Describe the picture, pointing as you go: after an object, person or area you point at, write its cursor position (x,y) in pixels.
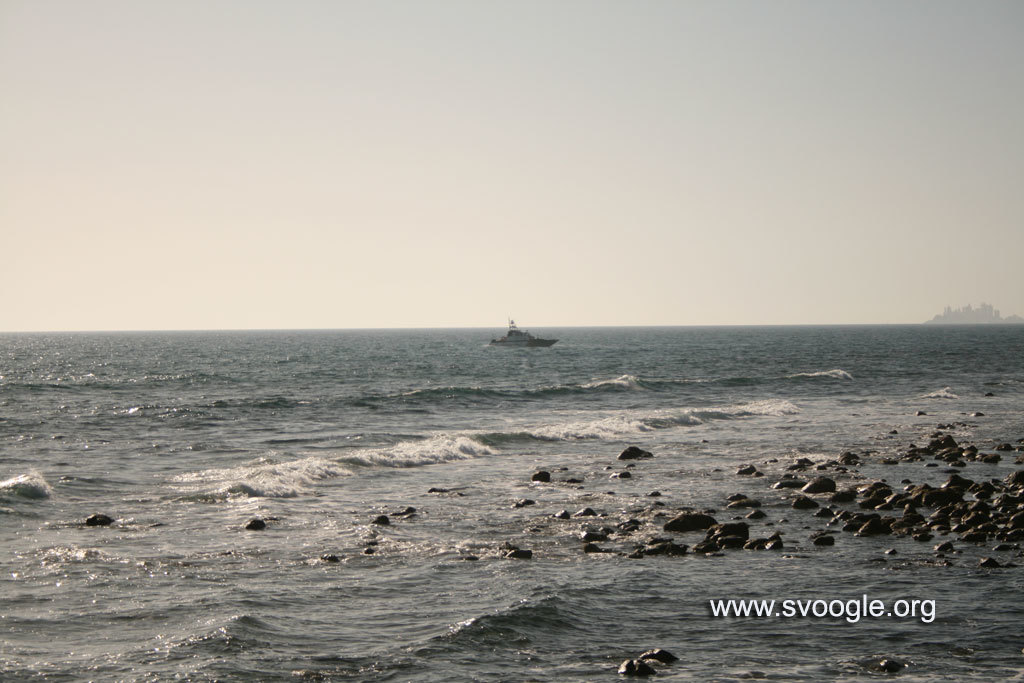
In this image at the bottom (528,660) there is a sea (660,389), and in that sea (571,390) there is one ship (539,344) and in the background (938,315) there are some buildings (969,314). At the bottom of the image (760,609) there is some text (822,611), and at the top (642,134) there is sky (347,198).
